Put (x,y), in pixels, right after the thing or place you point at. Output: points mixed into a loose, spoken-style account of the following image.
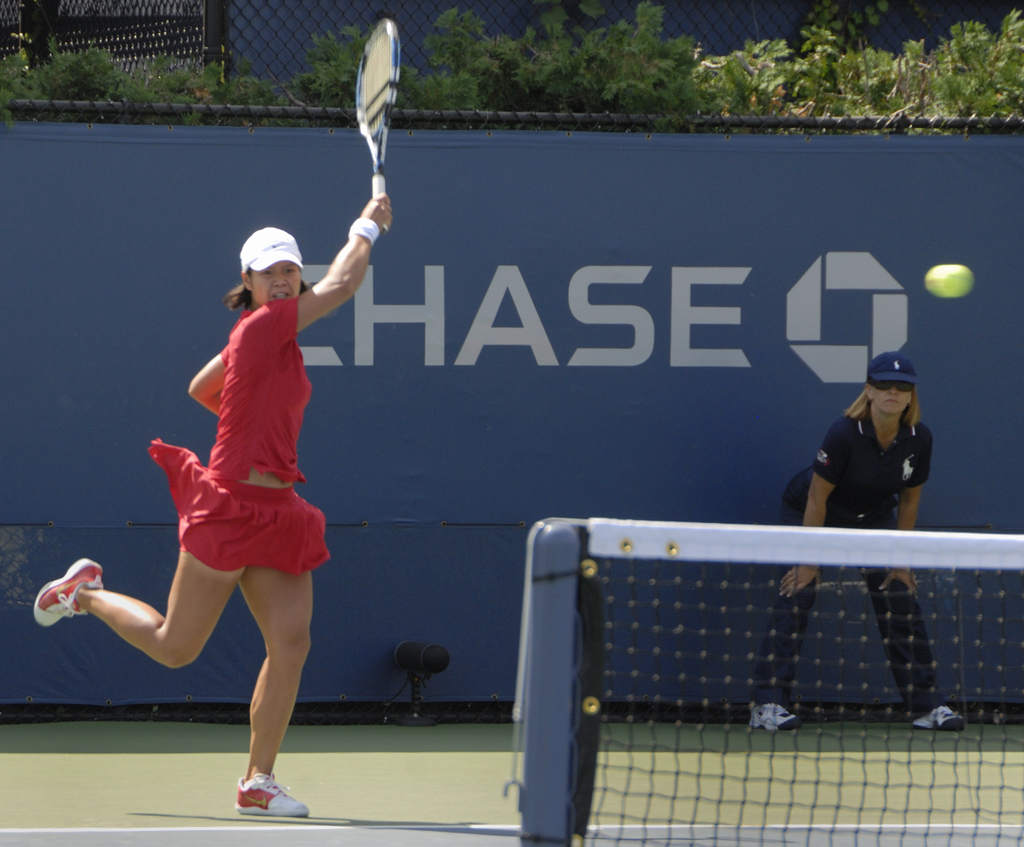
The woman (230,416) in red T-shirt (230,416) is holding a racket (386,48) in her hand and I think she is playing tennis. In the right bottom (741,736), we see a net (873,713) and a ball (955,280) in yellow color. The woman (856,470) on the right side (840,474) is standing. Behind her, we see a board (568,449) in blue color with some text (718,357) written on it. Behind that, we see a fence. There are trees (565,71) in the background (589,72). This picture might be clicked in the tennis court (473,728).
